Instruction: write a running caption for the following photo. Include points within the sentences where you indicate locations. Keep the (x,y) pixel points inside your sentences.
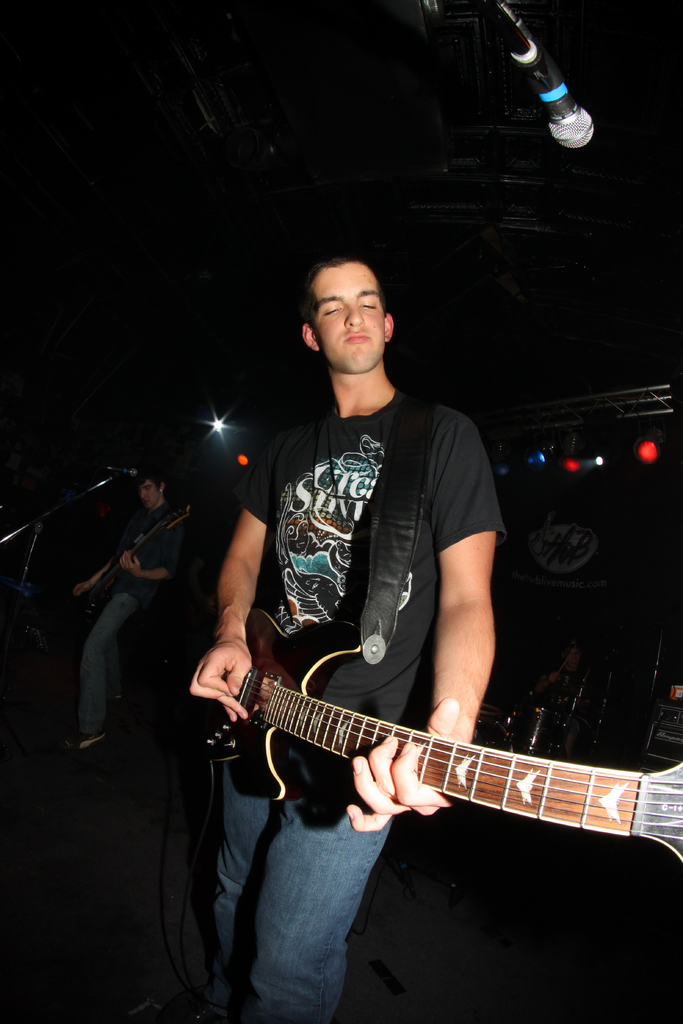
In this image i can see a person (291,533) wearing a black t shirt (326,535) and blue jeans (303,854) holding a guitar (232,751), and i can see a microphone (566,137) in front of him. In the background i can see few other persons (570,702) holding musical instruments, a microphone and few lights (563,461).
